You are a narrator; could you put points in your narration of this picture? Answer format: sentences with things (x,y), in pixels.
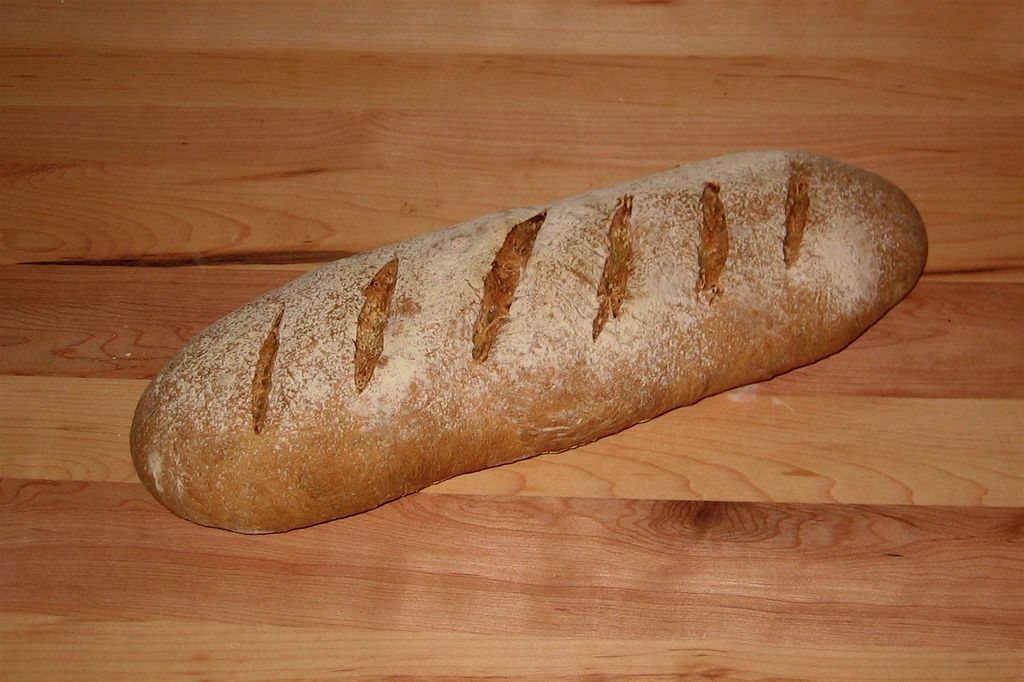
In the center of the image (527,268) there is a food item (401,291) on the table (189,625).
